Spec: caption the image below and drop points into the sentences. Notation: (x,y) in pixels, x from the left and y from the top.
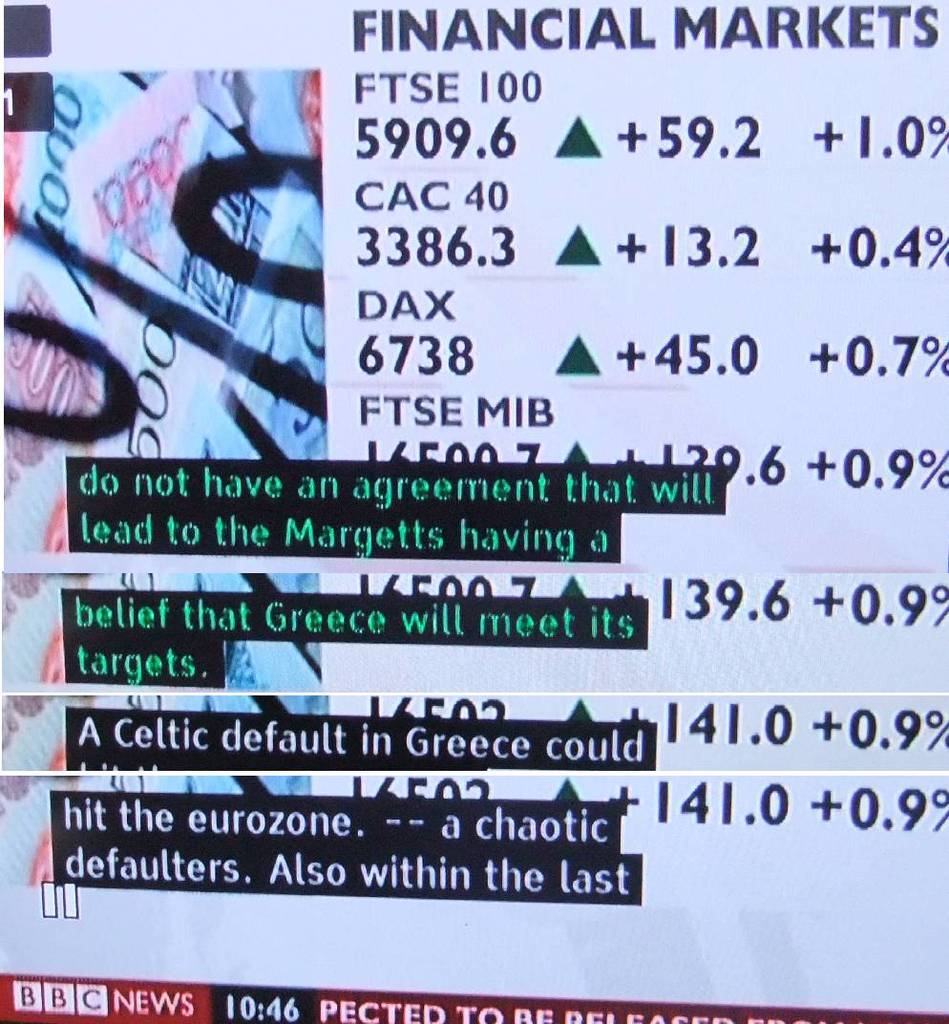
In the center of the image (403,623) we can see a screen (379,757). On the screen (450,745), we can see some text (319,494) and some numbers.
